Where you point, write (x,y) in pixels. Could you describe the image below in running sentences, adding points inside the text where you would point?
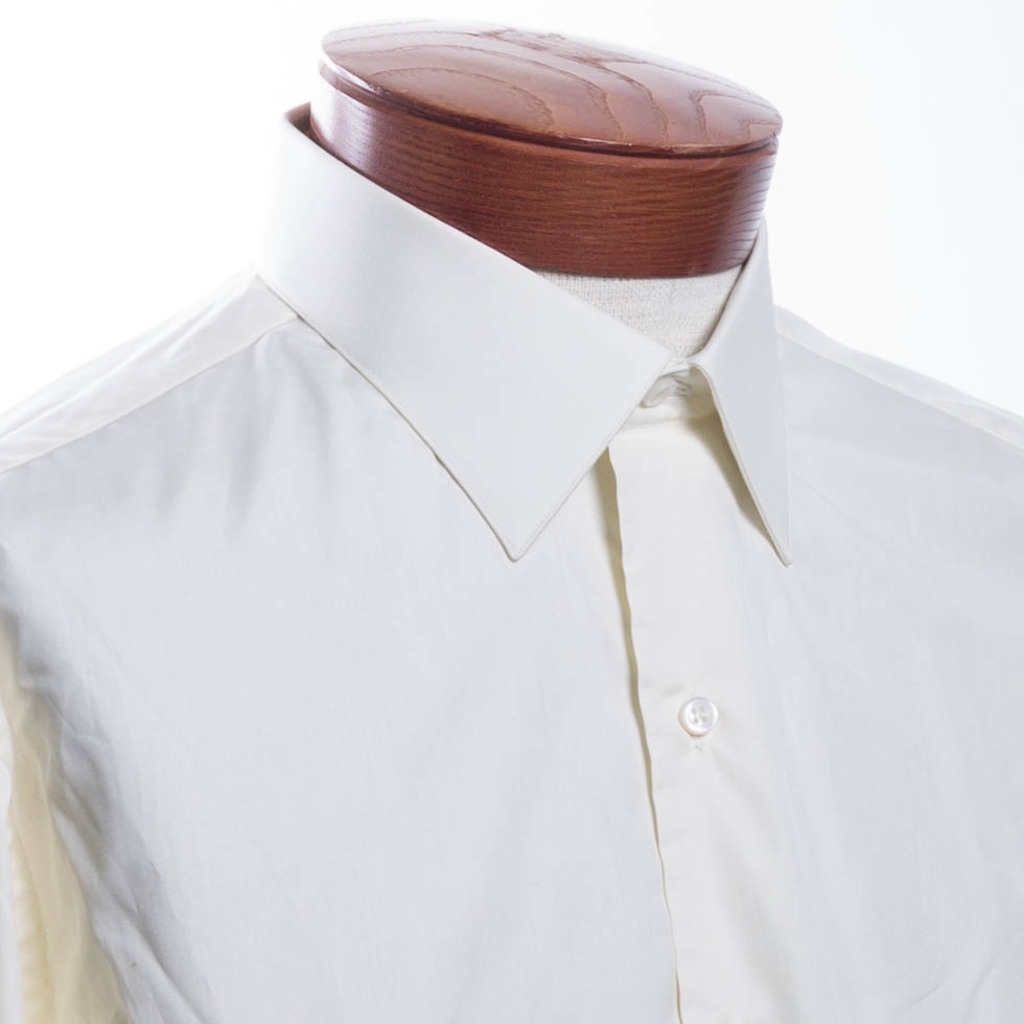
In this image, we can see there is a white color shirt (283,464) to a mannequin (810,337). And the background (1,77) is white in color.
